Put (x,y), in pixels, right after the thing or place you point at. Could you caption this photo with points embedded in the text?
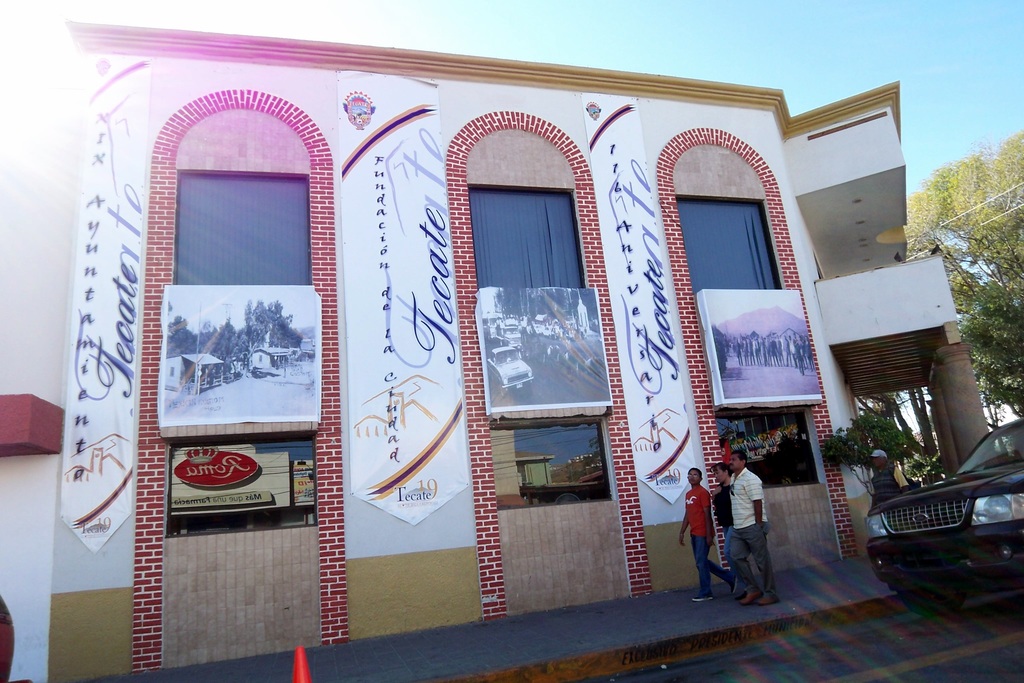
As we can see in the image there are buildings (793,250), black color car (970,551), few people (759,541) here and there, trees (995,308) and sky (680,24).
